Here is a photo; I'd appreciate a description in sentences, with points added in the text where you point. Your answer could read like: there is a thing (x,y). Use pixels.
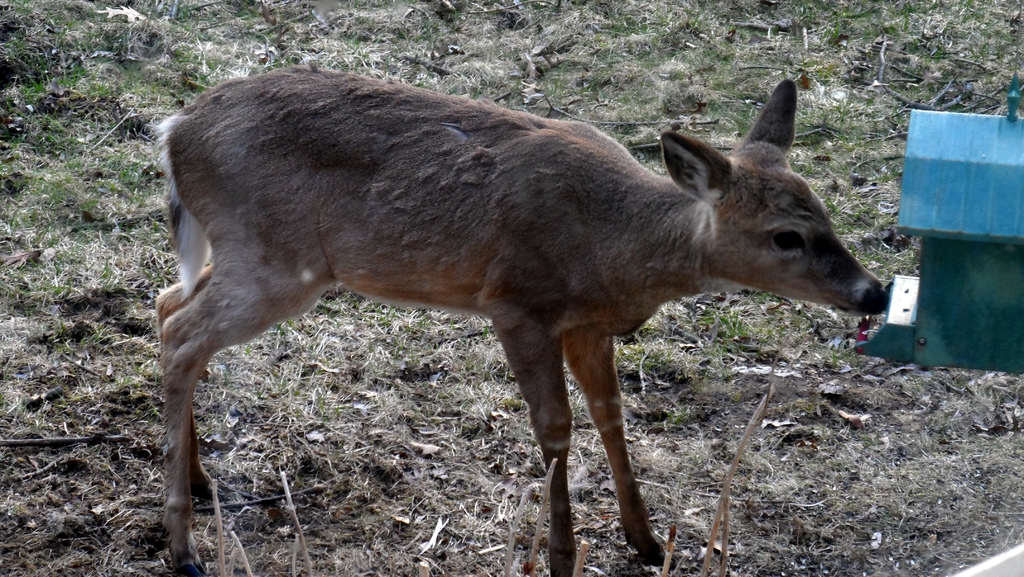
This is the picture of a deer (551,436) which is on the floor (702,406) which has some grass (15,80).
